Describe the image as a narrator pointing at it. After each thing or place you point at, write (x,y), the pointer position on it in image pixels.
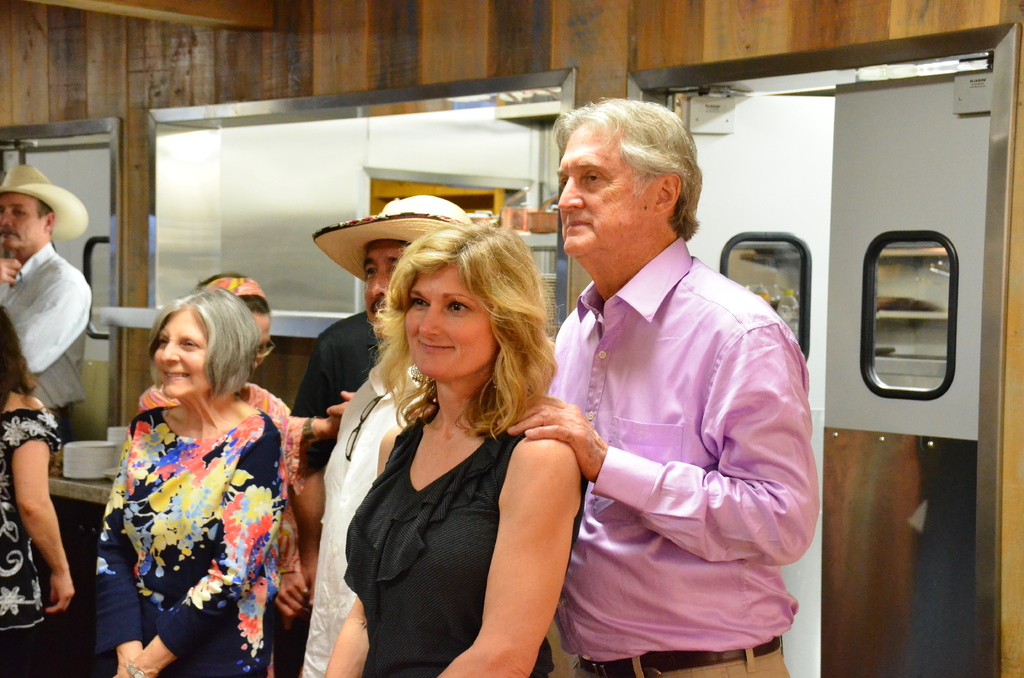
In this image there are people (492,531) standing, in the background (480,0) there is a wooden wall (853,36) for that wall (483,5) there are doors (66,168).
